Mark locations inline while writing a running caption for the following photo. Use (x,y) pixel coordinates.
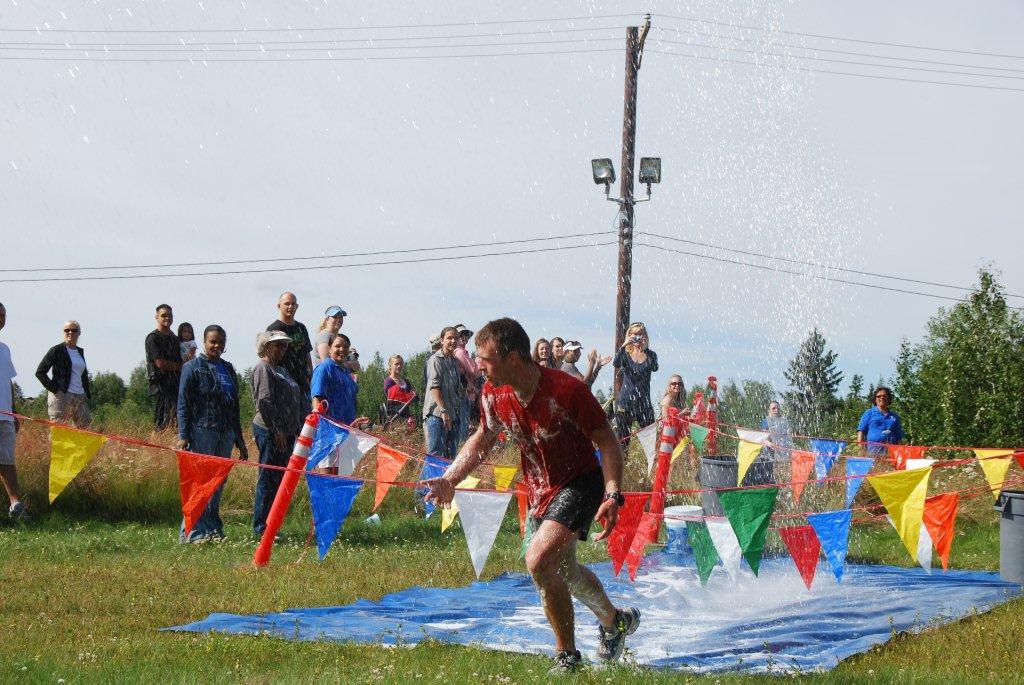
This picture shows a few people (166,401) standing and we see a man (473,452) walking and we see water (755,584) on the blue sheet (908,615) and we see color papers (822,460) and a woman (650,357) standing and holding a camera (637,344) and taking picture. We see pole (621,299) and lights (601,178) to it and few trees (974,384) and a cloudy Sky (755,41) and we see grass (42,645) on the ground (231,638).
